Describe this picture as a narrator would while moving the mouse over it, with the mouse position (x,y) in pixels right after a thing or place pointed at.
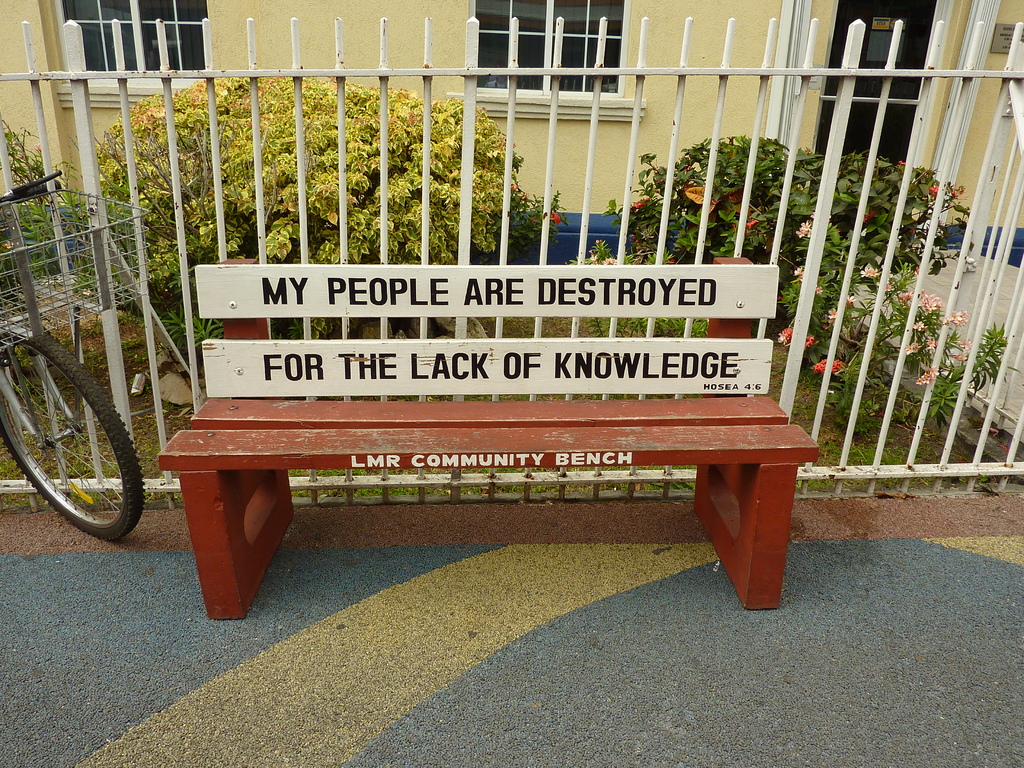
In this image there is a bench (754,514), behind the bench (246,288) there is fencing (1012,63), in the background (862,323) there are trees (659,226) and a house (980,95), on the left (21,320) there is bicycle (58,393).
